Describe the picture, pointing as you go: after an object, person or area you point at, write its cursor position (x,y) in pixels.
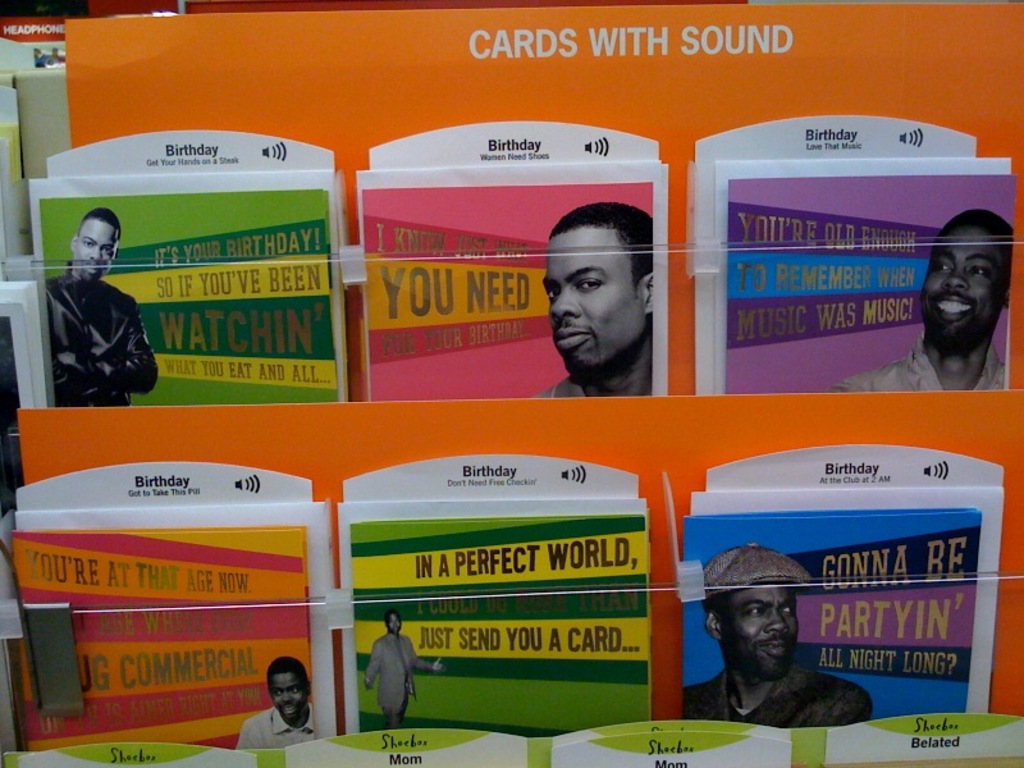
In this image we can see cards (617,192) are arranged in the rows. On the cards (837,290) we can see the pictures (952,288) of man (941,309) and some text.
